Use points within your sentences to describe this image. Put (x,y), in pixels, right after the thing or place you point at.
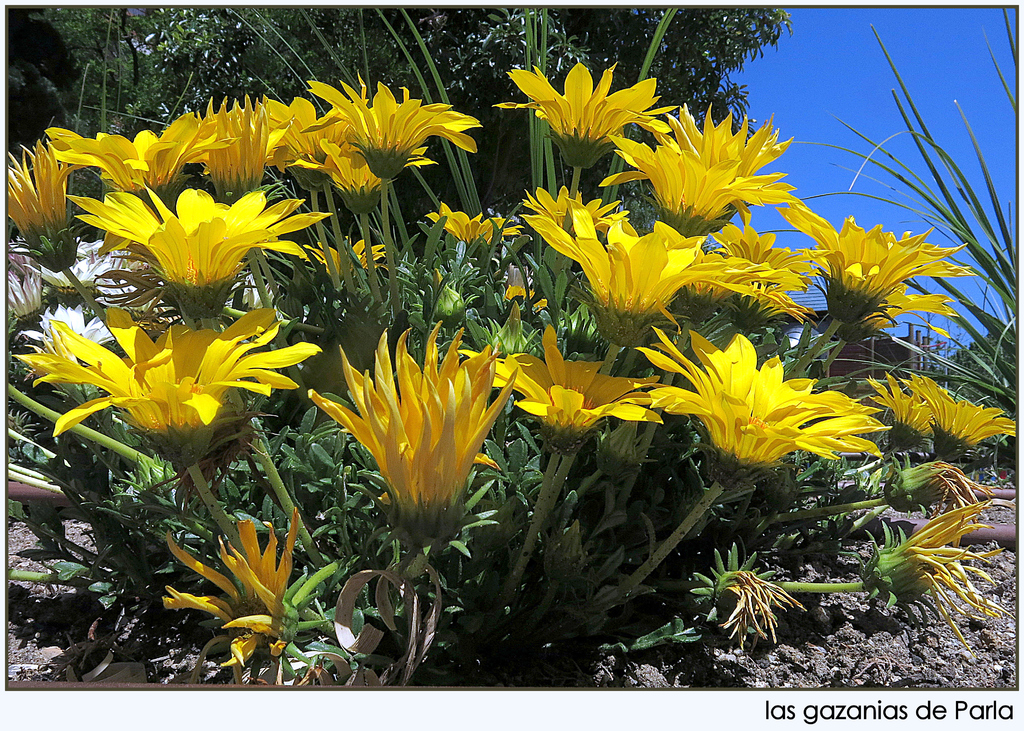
In this image in front (527,530) there is a plant (496,460) with the yellow flowers (728,283) on it. On the backside (598,49) there are trees (719,58) and sky (813,89). At the bottom (866,652) there is mud (869,641).
